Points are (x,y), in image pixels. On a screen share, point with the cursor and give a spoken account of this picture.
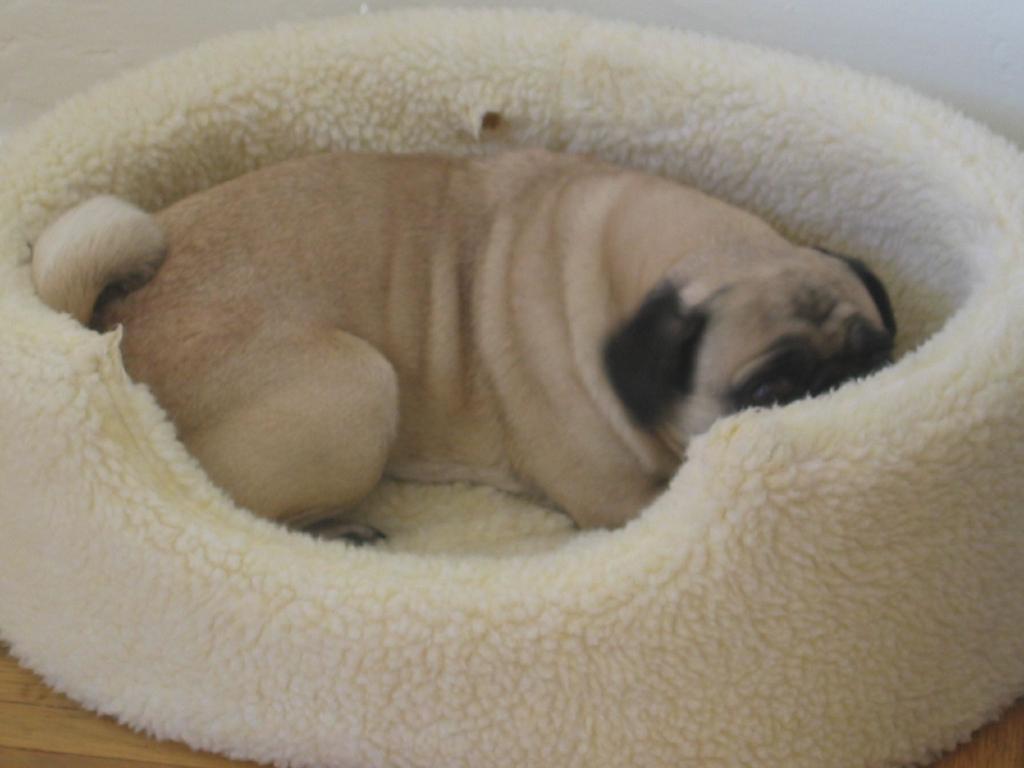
In this picture I can observe a dog (361,204) sleeping in its bed (356,591). The bed (421,519) is in cream color. In the background (59,35) I can observe a wall (876,63).
